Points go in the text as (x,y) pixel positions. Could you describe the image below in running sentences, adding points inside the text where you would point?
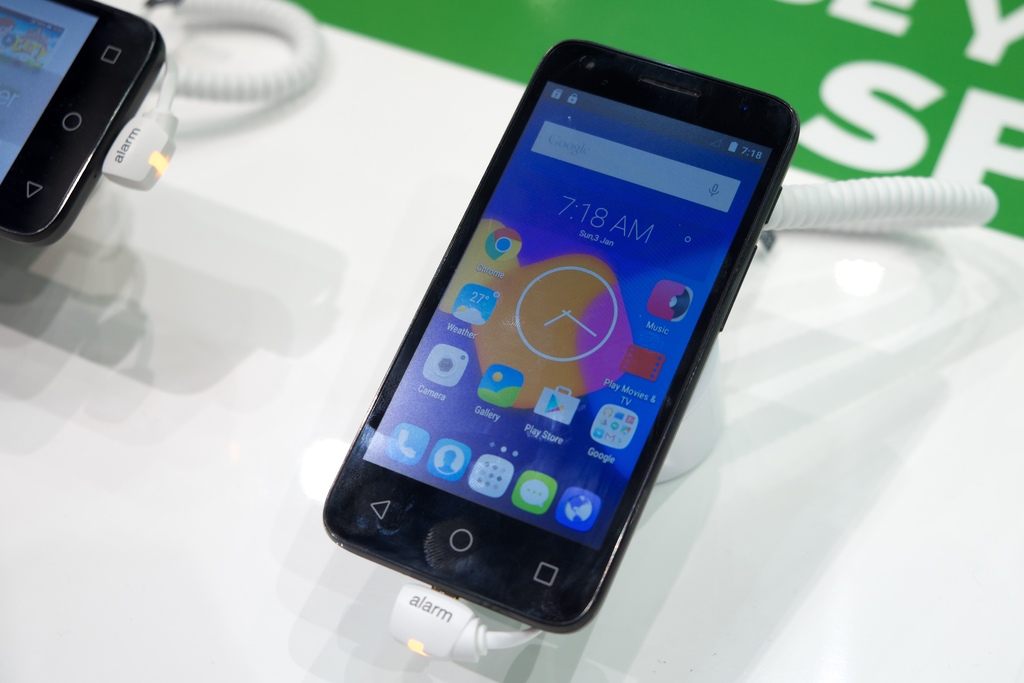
Here in this picture we can see mobile phones (56,191) connected with cable wires (135,129) present over a place.
